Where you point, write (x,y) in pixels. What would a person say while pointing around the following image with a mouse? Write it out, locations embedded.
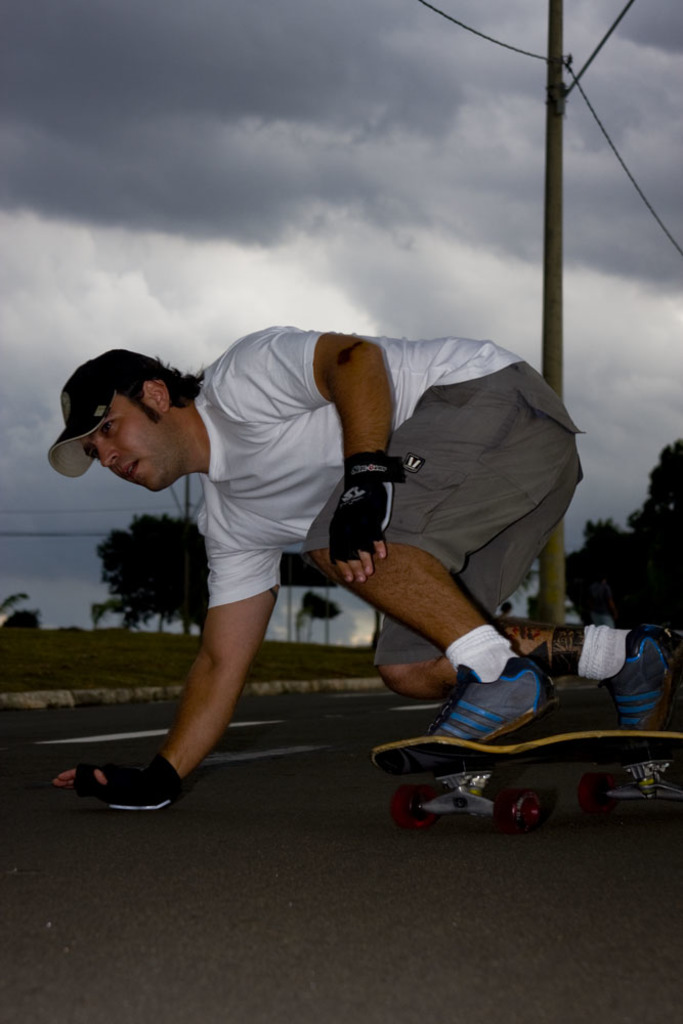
This image is taken outdoors. At the top of the image (193,182) there is the sky (451,197) with clouds (524,274). At the bottom of the image (298,919) there is a road (187,915). In the background (197,558) there are a few trees (601,552). There is a pole (560,74) with wires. There is a ground (56,673) with grass (130,645) on it. In the middle of the image (343,411) a man (352,394) is skating on the road (404,903) with a skating board (483,754).
